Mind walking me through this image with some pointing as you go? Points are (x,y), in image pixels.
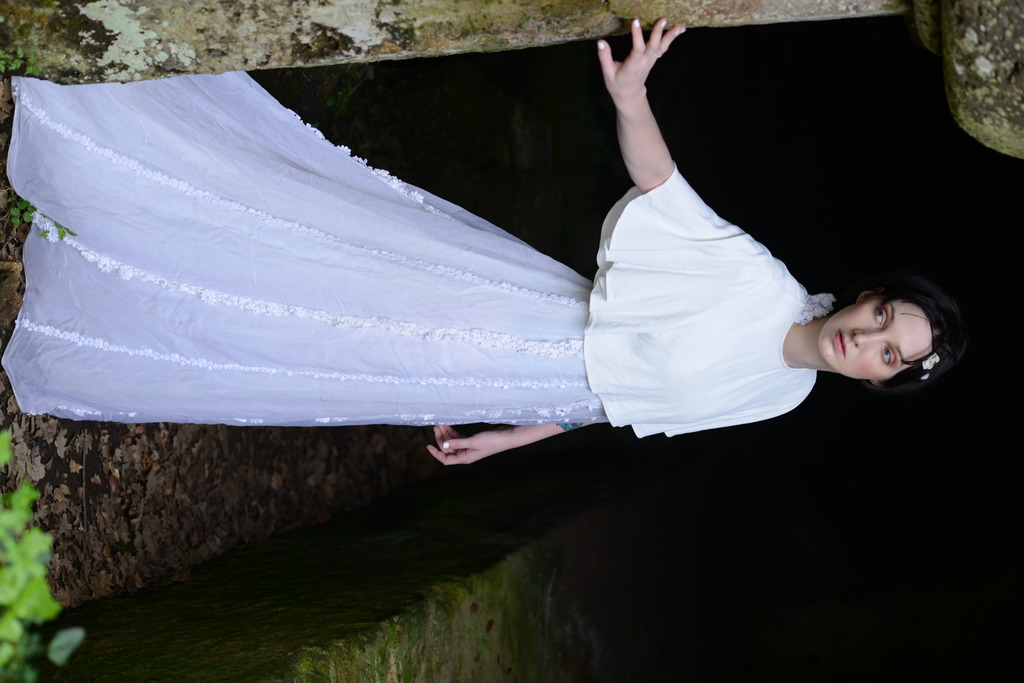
In this picture, we see a woman (403,210) in the white dress (342,240) is standing and she is posing for the photo. At the top (376,28), we see a wall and a rock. At the bottom (253,545), we see a wall (241,567) and the dry leaves (19,422). In the left bottom (54,559), we see a plant (13,604). In the background (736,127), it is black in color.
